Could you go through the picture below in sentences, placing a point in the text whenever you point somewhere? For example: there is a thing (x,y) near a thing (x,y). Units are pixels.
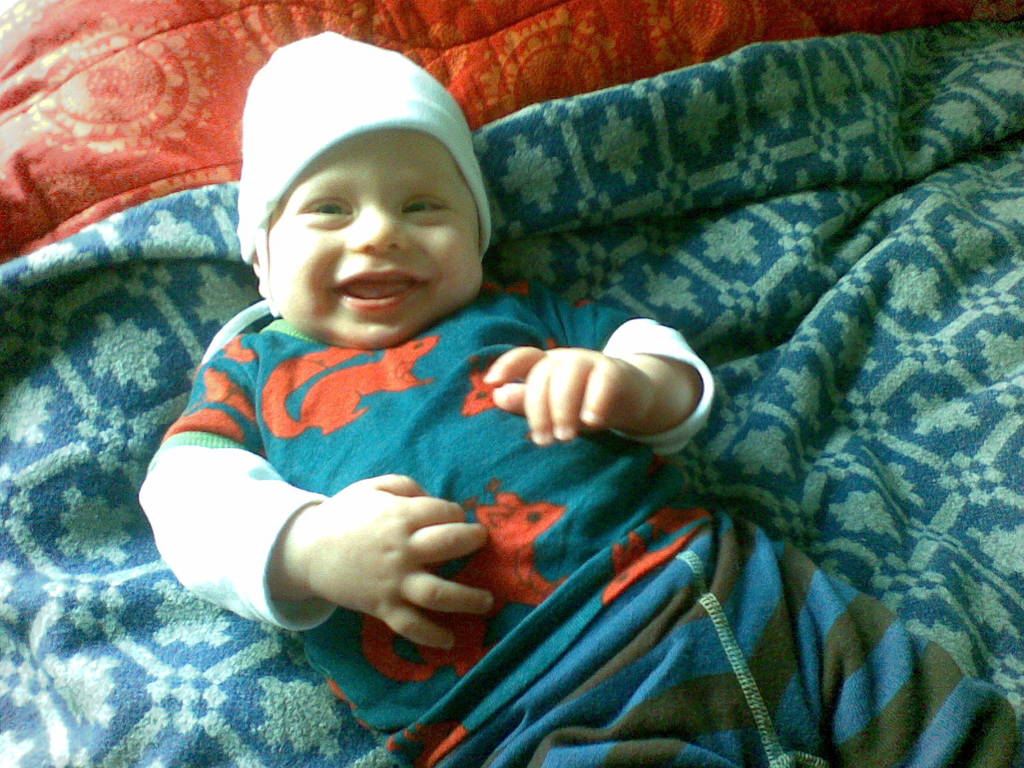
In this picture there is a baby (428,310) lying on a blanket (172,389) and smiling.
